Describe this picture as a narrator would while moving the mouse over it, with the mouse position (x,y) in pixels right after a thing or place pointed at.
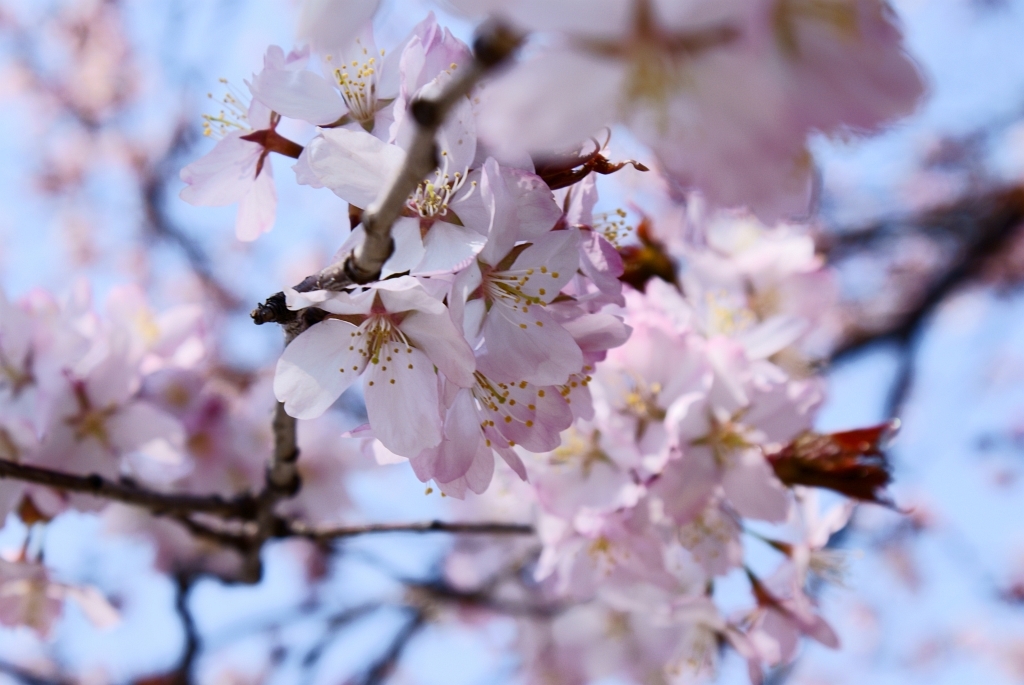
In this image I can see few pink and white color flowers (578,247). Background (929,246) is in blue and it is blurred.
